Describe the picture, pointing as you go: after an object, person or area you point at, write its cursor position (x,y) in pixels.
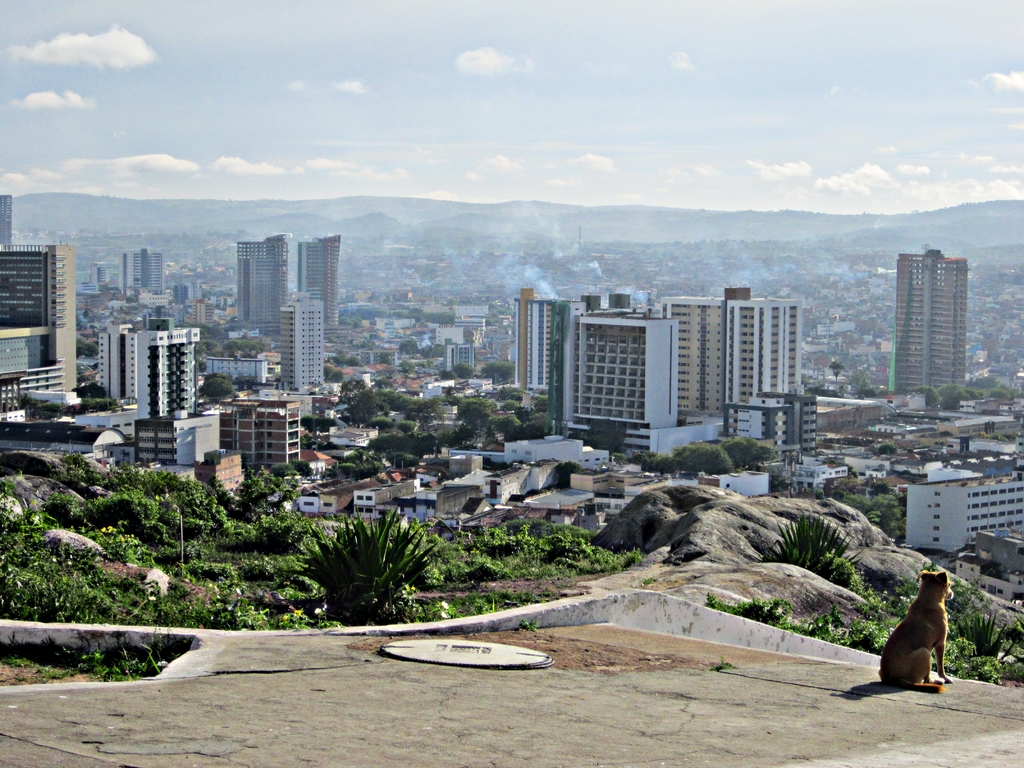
On the right side of the image (936,631) we can see one dog (940,650), which is in brown color. In the background (547,55) we can see the sky (557,55), clouds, buildings (948,319), towers (138,269), smoke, trees (706,451), plants (391,545), grass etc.
